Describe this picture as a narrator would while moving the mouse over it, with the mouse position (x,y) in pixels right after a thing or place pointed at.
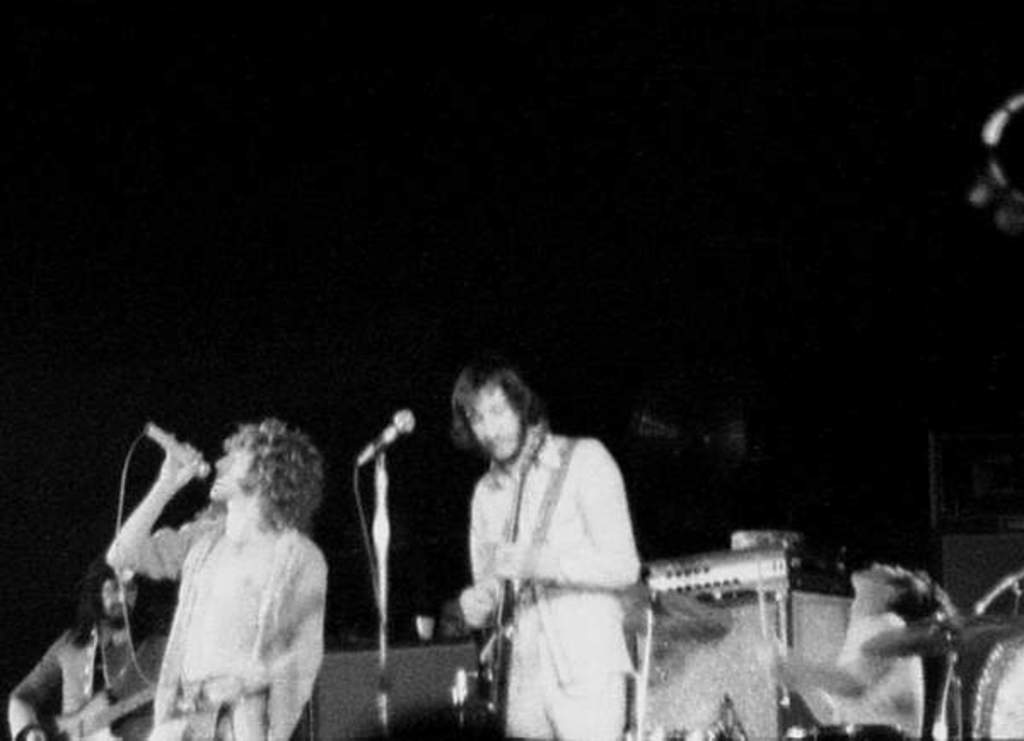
Here this is a black and white image, in which we can see two persons (519,650) playing guitars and other person (295,609) is singing song with the help of microphone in his hands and we can also see a microphone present on the stage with the help of stand (377,496) and on the right side (801,582) we can see some musical instruments (761,566) present and we can also see drums (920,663) present on the extreme right side (1010,615).
